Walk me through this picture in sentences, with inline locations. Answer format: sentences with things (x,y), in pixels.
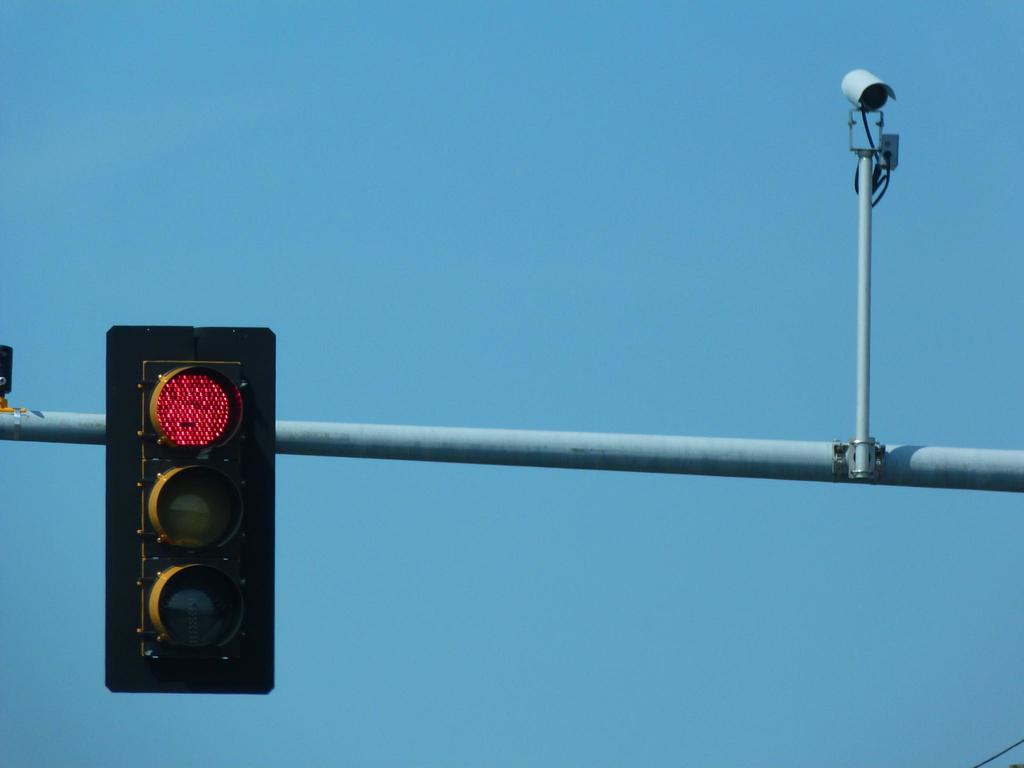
In the center of the image (585,461) a rod (568,454) is there. To that rod (596,450) traffic lights (192,460) and CC camera (882,102) are there. In the background of the image (623,372) sky (490,505) is there.
